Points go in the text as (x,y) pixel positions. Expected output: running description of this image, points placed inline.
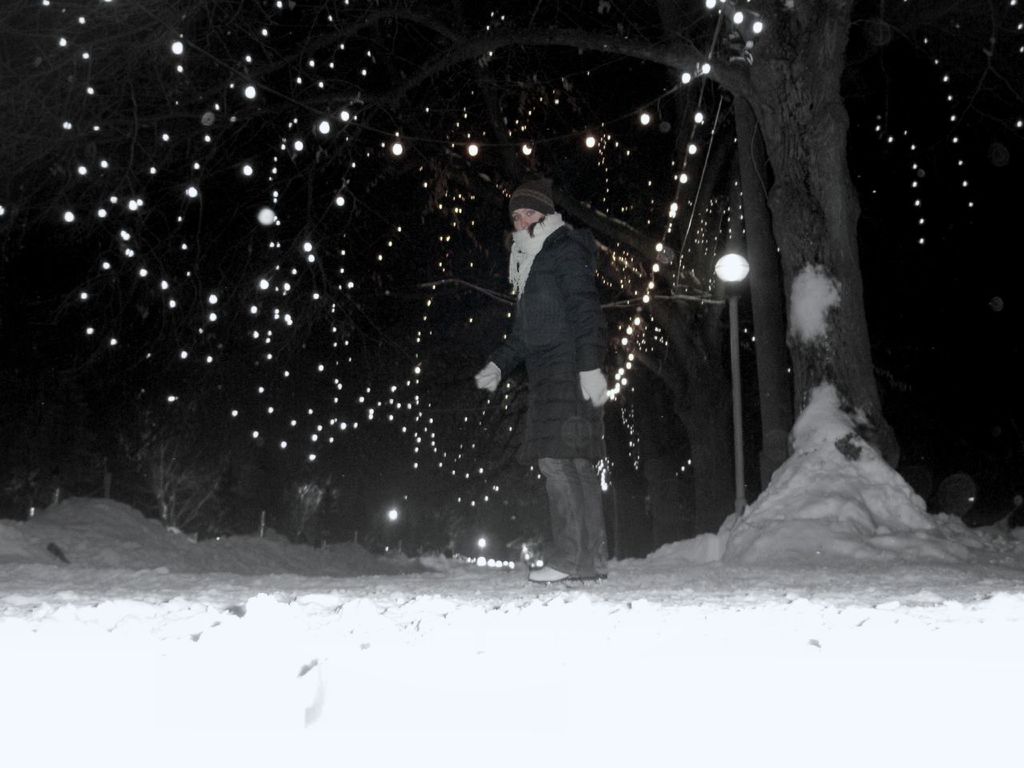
In the foreground (569,641) there is snow (243,674). In the center of the picture (533,353) there is a person (549,262) walking. In the background (550,136) there are lights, street lights (726,278), trees (748,257) and snow (66,567).
